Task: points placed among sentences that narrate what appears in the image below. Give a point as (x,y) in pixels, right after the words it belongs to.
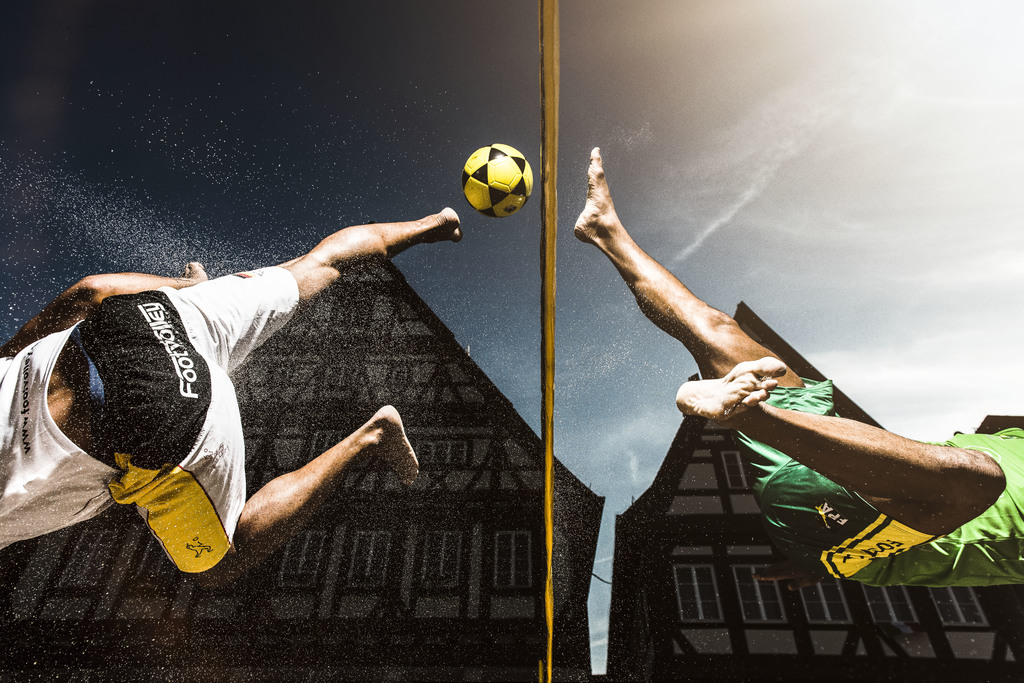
This picture seems to be an edited image. In the foreground (155,346) we can see the two persons (704,401) are in the air (681,373). In the center (552,431) there is metal rod (546,229) and a yellow color ball (483,165) is in the air (334,200). In the background (594,92) we can see the sky (957,150) and the houses (673,595) and we can see the windows (966,610) of the houses (465,626).
